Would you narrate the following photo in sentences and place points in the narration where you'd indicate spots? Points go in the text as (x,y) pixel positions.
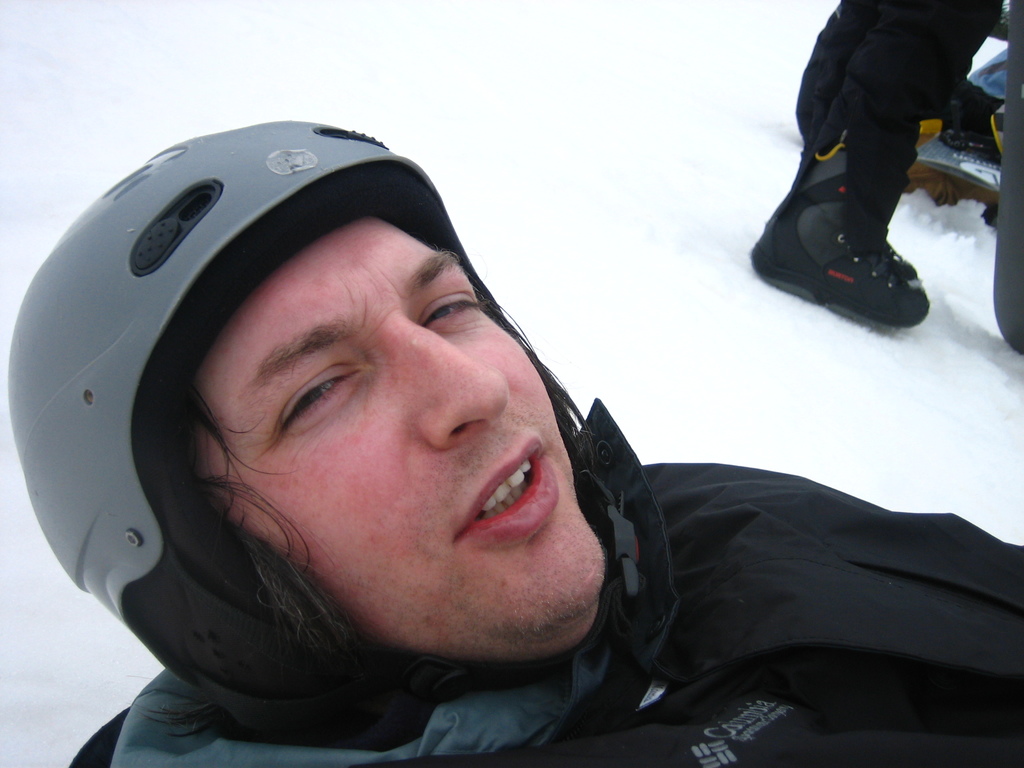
In this image there is a person (533,577) with black jacket (780,621) and grey helmet (336,151) and he is laying down and at the back (818,251) there is an another person (830,185) standing. At the bottom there is a snow (948,351).
